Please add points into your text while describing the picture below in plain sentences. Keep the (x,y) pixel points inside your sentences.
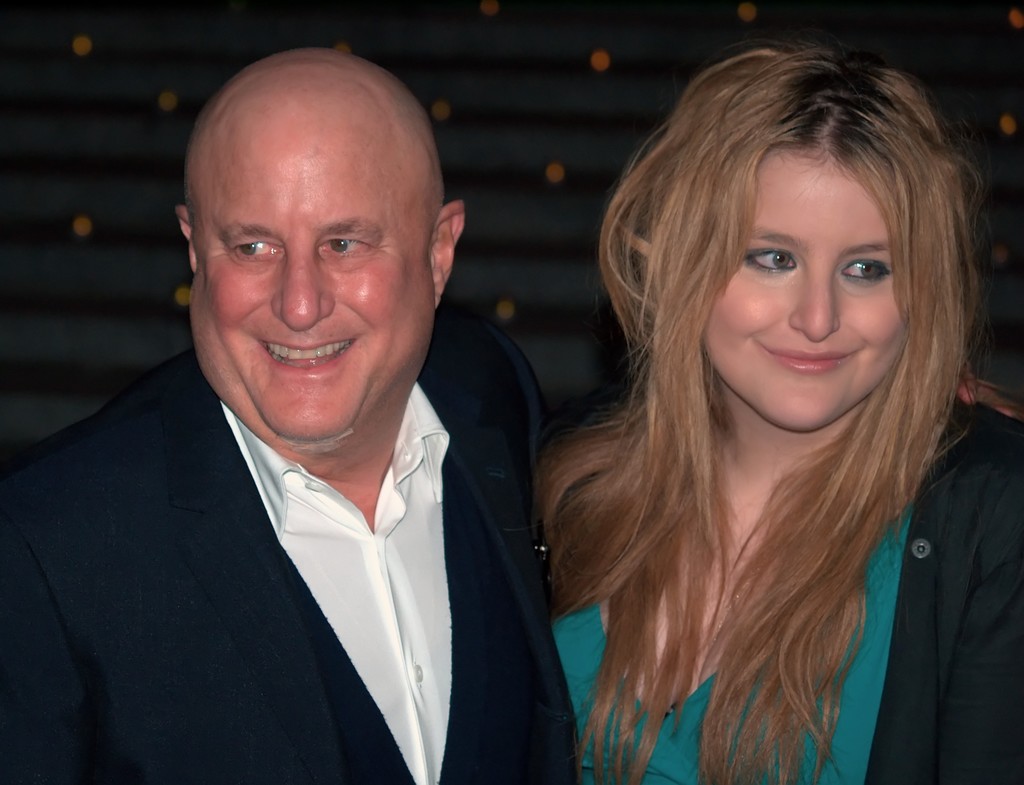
In this image in the front (620,462) there are persons (514,476) smiling and the background (13,410) is blurry.
